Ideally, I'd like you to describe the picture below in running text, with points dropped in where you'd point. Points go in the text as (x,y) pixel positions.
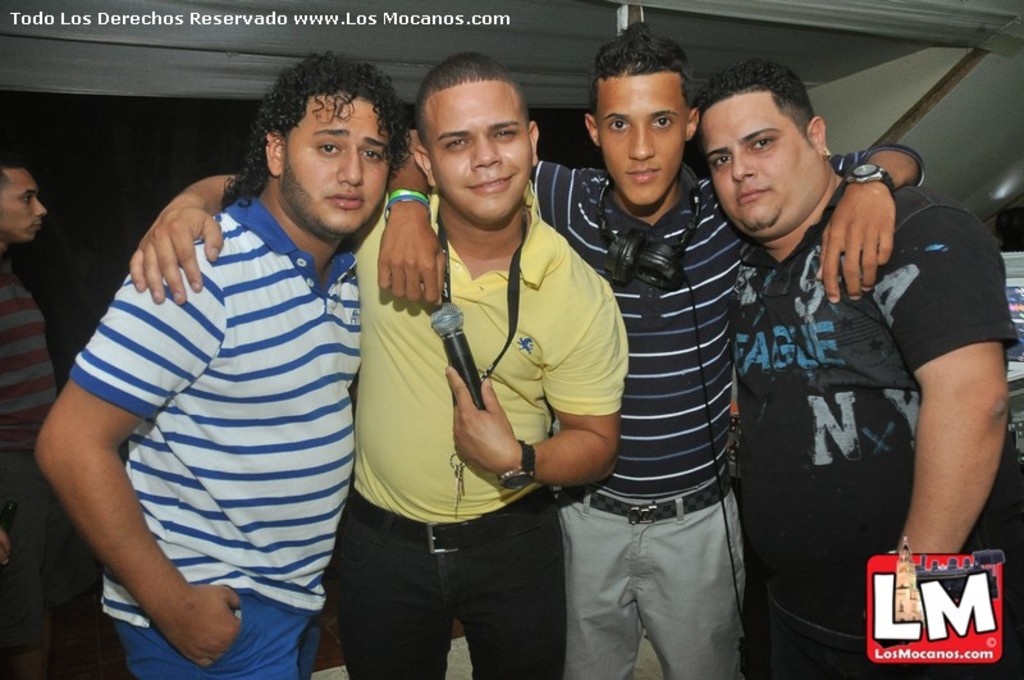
In this image there are four men (532,371) standing. The second person (674,331) from the right corner (694,253) is wearing headphones (645,264) around his neck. Behind him there is a rod (629,12). The person (485,317) beside him is smiling and holding a microphone (472,362) in his hand (461,382). To the extreme left there is another person (11,327). In the top left (105,16) there is text (260,23) on the image. In the bottom right (935,598) is a logo (931,619) in the image.
